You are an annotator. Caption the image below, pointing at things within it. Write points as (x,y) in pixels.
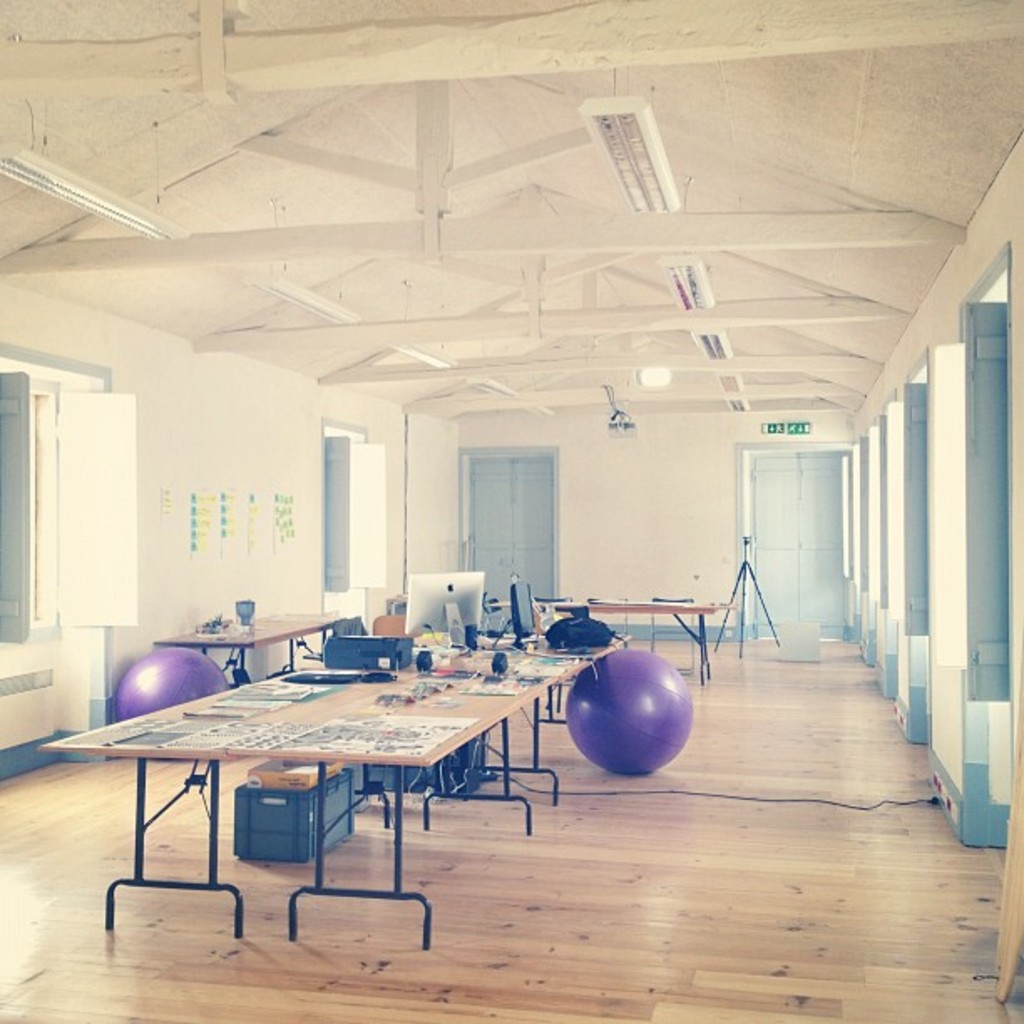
In this image I can see three tables (382,680) and on one table (420,756) I can see few monitors (473,624) and few other stuffs (410,639). I can also see two purple colour balls (587,703) on the both side of one table (407,743). In the background (755,636) I can see a tripod stand (742,644) and on the ceiling (455,279) I can see number of lights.
